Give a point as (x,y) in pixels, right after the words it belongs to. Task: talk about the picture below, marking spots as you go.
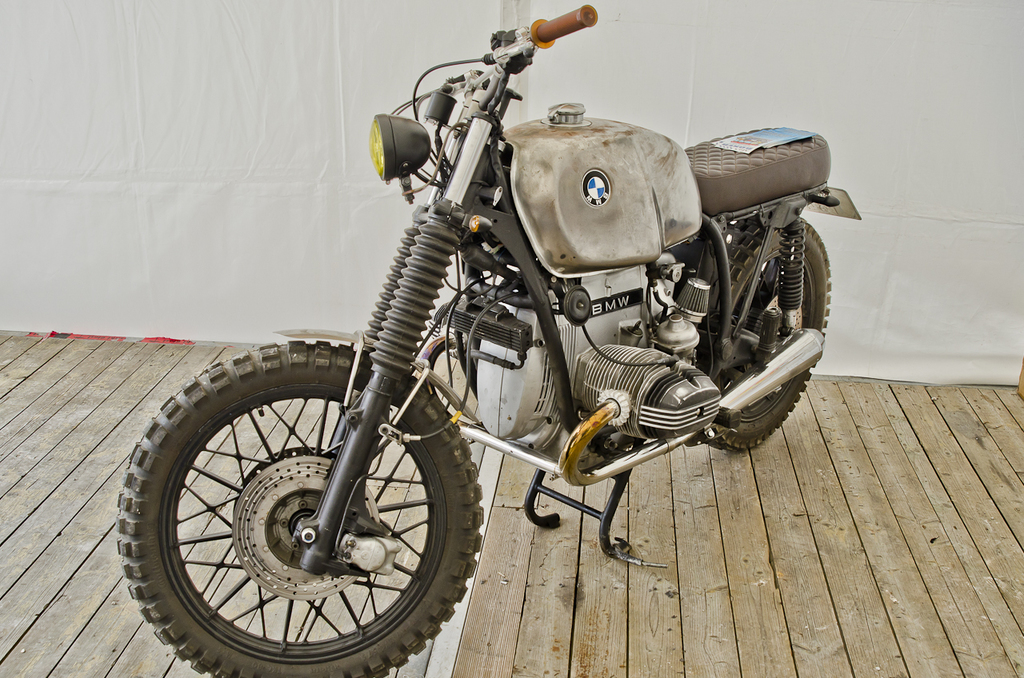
In this picture we can see a bike (772,190) on a wooden surface (387,583). In the background (840,103) there is a white color cloth (605,114).
